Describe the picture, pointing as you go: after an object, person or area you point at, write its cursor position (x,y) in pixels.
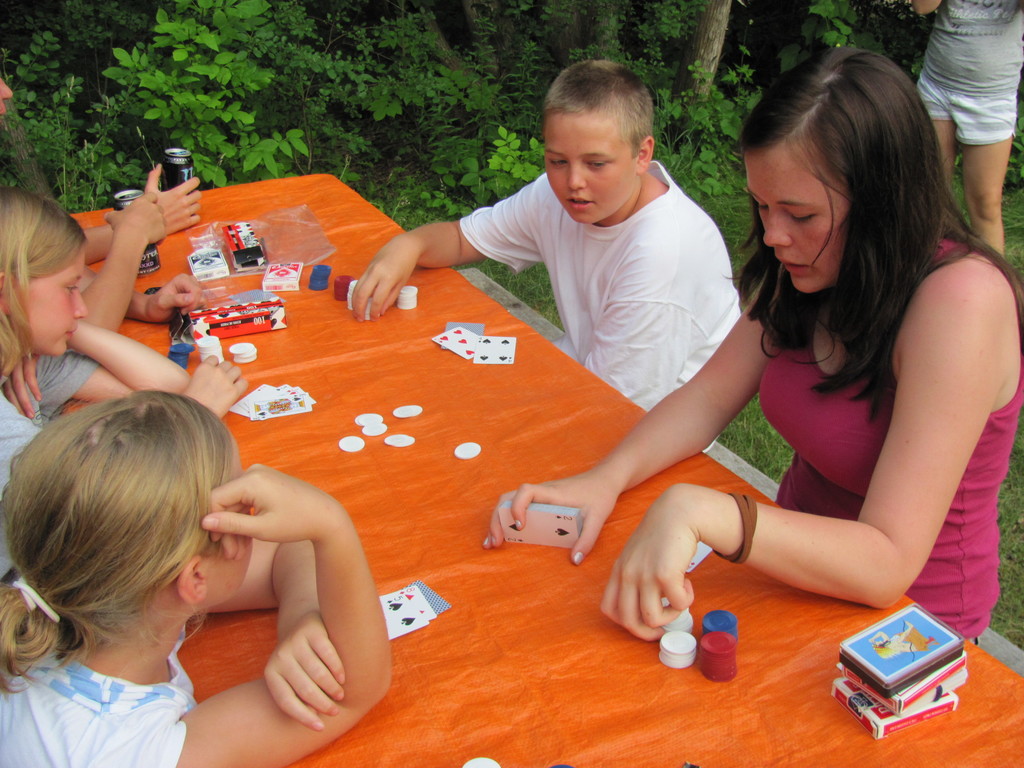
In this i can see there are the group of person (168,286) sitting around the table (194,682) and they are playing a game, on the table (335,483) I can see a orange color cloth (507,417), on the cloth (321,428) I can see a cards (449,324) and bottles (154,261) kept on the cloth (358,374) and background (475,52) I can see a trees (585,44) and right side (966,106) a person (1000,140) standing on the grass (1010,249).
